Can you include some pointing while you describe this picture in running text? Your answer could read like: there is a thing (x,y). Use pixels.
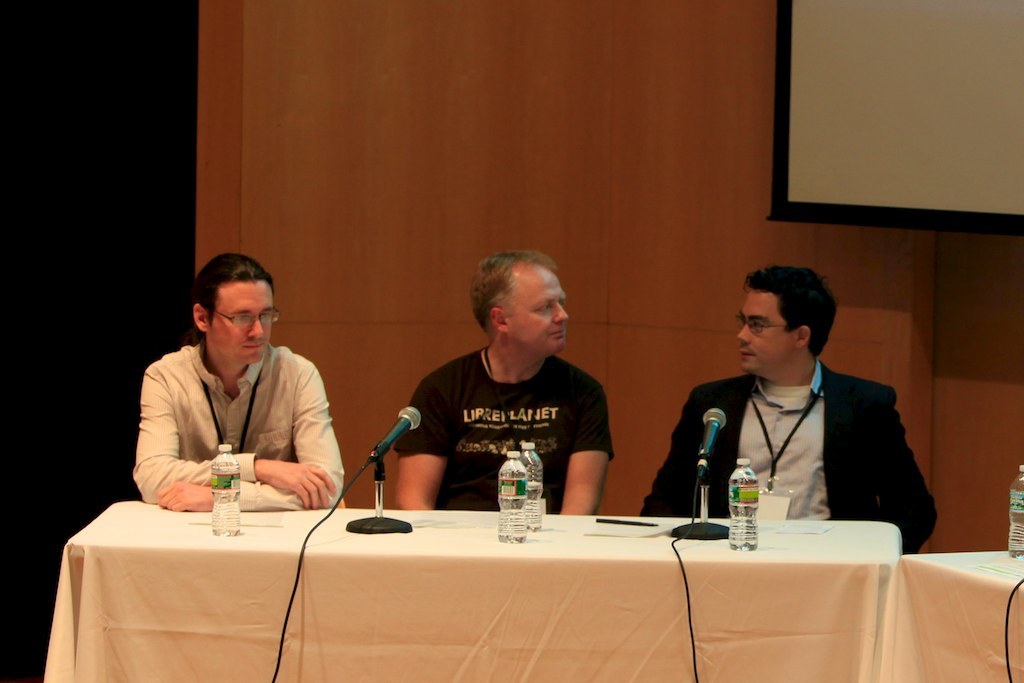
On the background (844,155) we can see a white board (886,151) We can see three men (851,443) sitting on chairs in front of a table (792,549) and on the table (512,560) we can see bottles (509,525), mikes (401,529) and a white cloth (613,604) on it.
